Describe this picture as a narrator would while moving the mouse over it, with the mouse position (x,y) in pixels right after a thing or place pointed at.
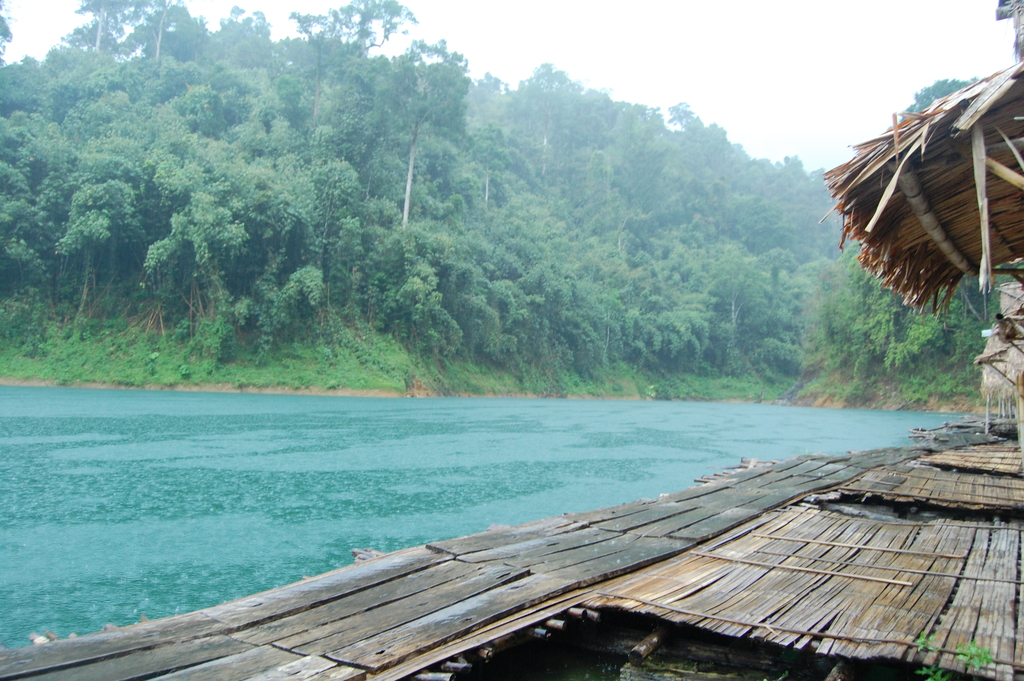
In this image we can see there is a platform (944,539) and hut (975,199). There is water (441,423). There are trees (400,223). In the background (854,99) we can see the sky (614,53).
